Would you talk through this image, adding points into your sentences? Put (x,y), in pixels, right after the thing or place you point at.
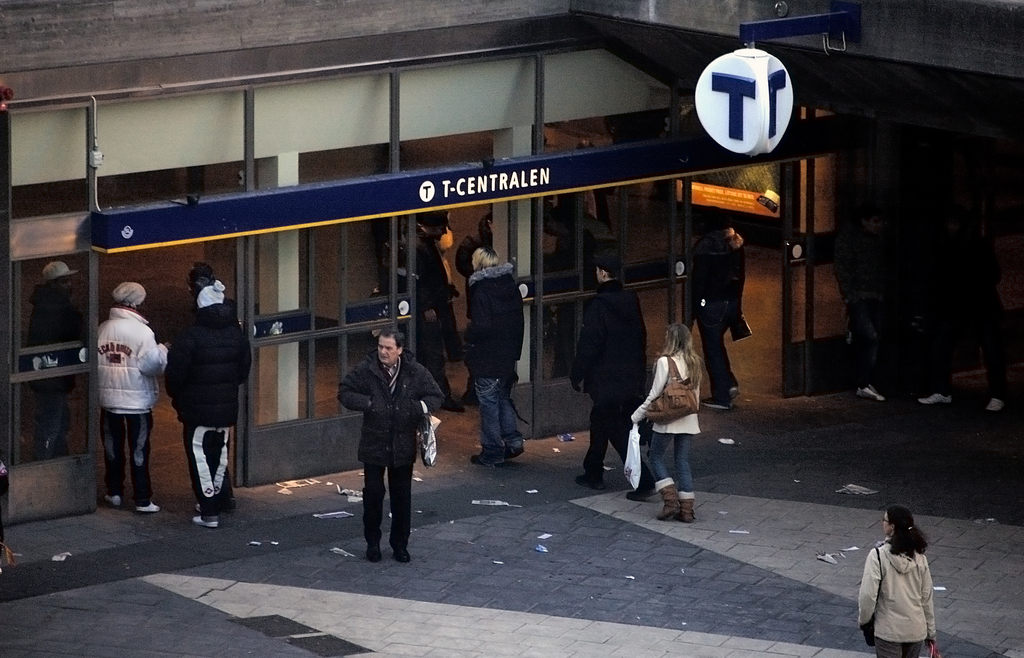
In this image, we can see the wall (436,122) with some glass doors (570,279) and pillars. There are a few people (597,331). We can see the ground (479,521) with some objects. We can also see some boards (742,189) with text (723,195). We can see the roof (927,80) with a blue colored object (743,28) on the right (842,33).
